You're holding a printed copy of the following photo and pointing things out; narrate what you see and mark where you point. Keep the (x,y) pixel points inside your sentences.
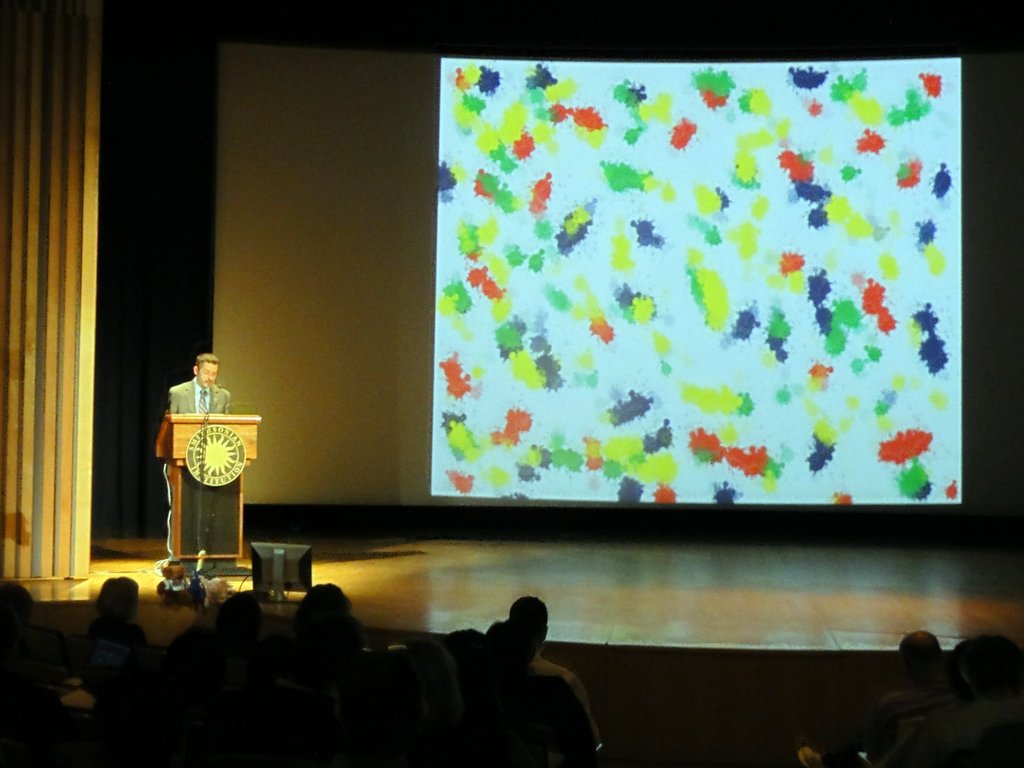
In this image at the bottom (424,668) there are group of people (481,688) sitting, and on the left side of the image (199,375) there is one person (190,403) standing. And there is a podium (191,431) and he is talking, and in the background (470,188) there is a screen (568,254), pillars (79,51), and in the center of the image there is a stage (784,610).
